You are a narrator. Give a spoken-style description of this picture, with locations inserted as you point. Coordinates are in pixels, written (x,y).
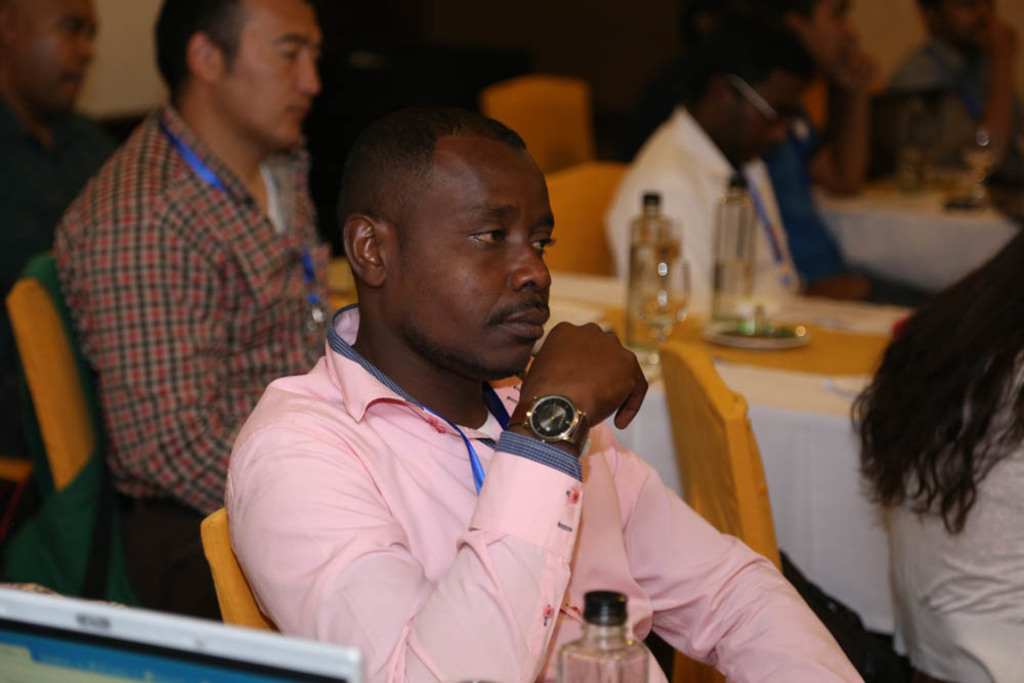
In this image i can see few persons (427,414) sitting on chairs (675,372) in front of a table (731,376). On the table (786,354) i can see a plate (743,347) and few bottles (640,264). The person (448,503) in the pink dress (448,503) is wearing a watch (536,419).
